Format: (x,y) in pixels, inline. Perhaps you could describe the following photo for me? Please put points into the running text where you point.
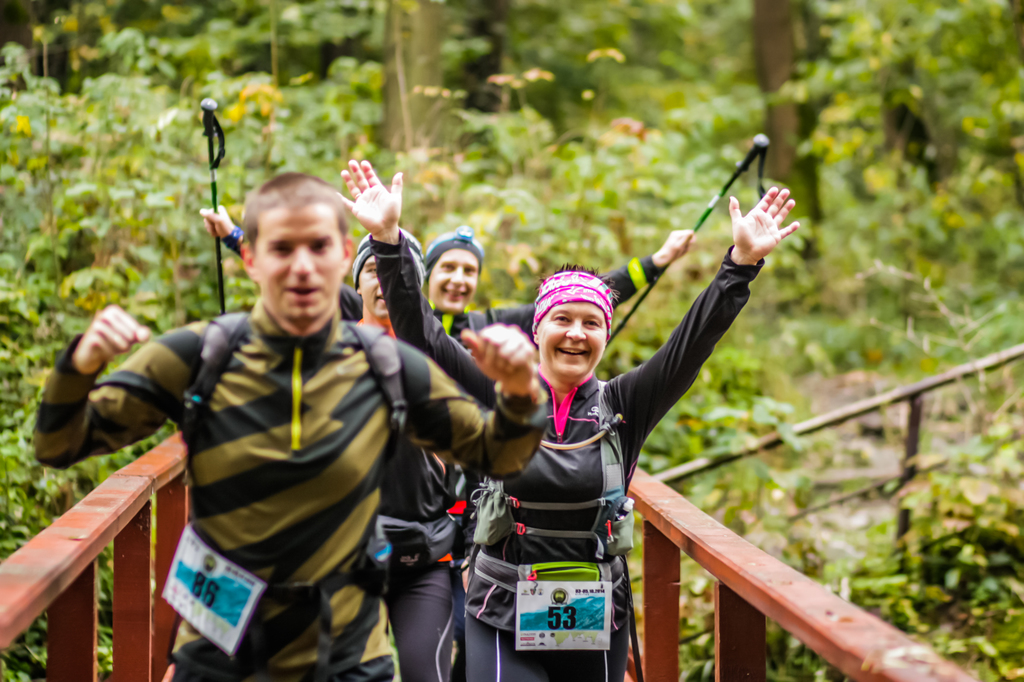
This image consists of four persons (330,536) wearing bags (499,522). To the left (49,568) and right there is a railing (64,554) in brown color.
